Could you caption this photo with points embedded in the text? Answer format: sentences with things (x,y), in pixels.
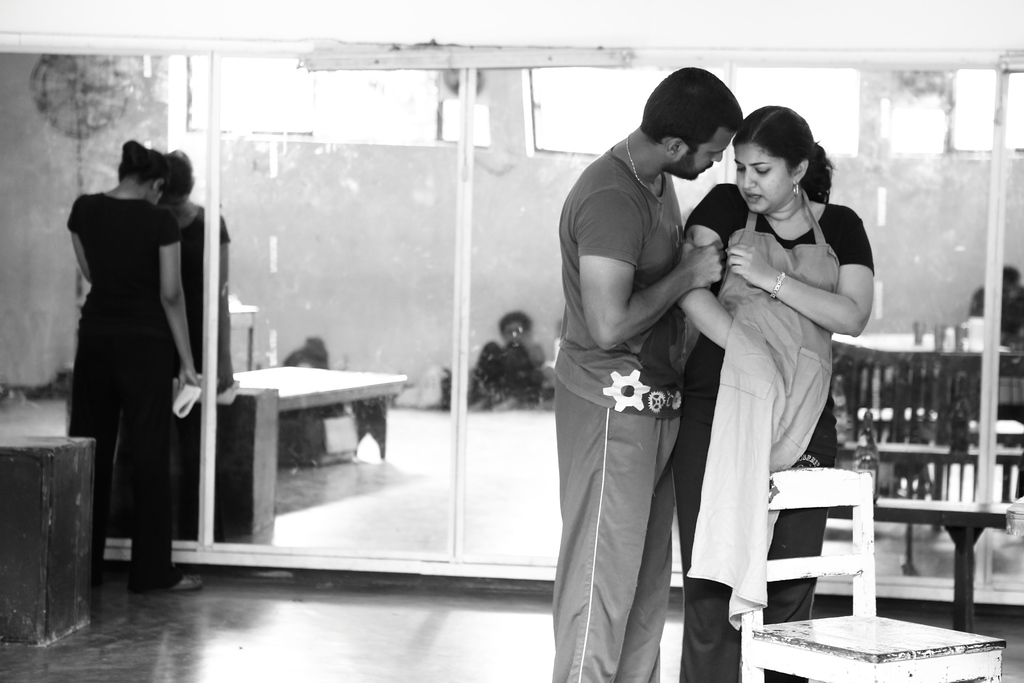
This is a black and white pic. On the right side (689,276) we can see a man (668,276) pressing the hand (686,310) of a woman (706,674) at the chair (848,560). On the left side (116,276) we can see a person (147,403) is standing on the floor (285,648). In the background (63,181) we can see objects (78,498) and glasses (346,262). We can see the reflections (424,437) of few persons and objects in the glasses (449,396).
